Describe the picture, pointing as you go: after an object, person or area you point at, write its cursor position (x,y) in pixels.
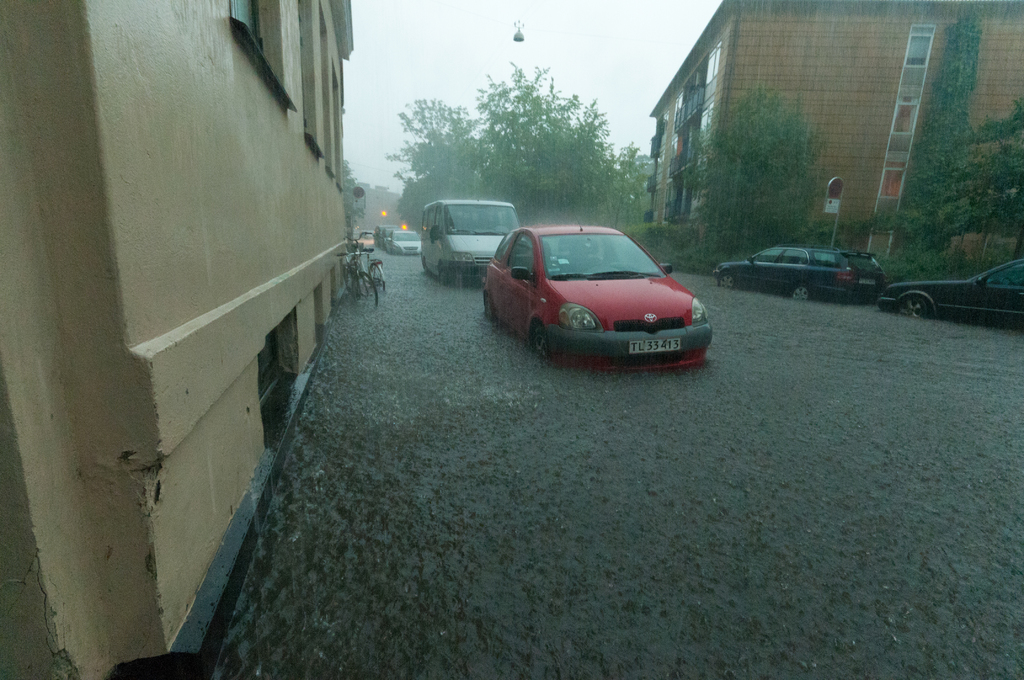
This image is captured while raining, in which we can see some vehicles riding on road (325,397) beside that there are some buildings (673,203) and trees (725,211).
